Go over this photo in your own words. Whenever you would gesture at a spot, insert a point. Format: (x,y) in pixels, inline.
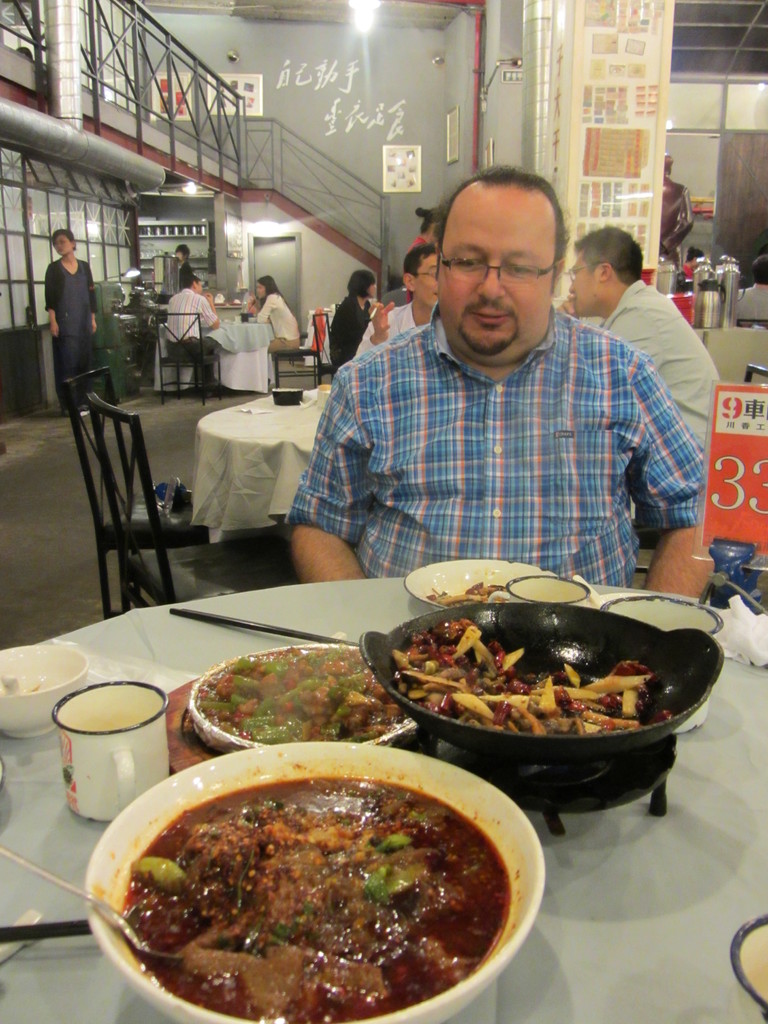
In the center of the image (421,466) we can see one person (430,477) is sitting. Behind him, there is a board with some text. In front of him, we can see one table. On the table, we can see bowls (381,767), one cup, some food items (405,977) and a few other objects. In the background (408,223) there is a wall (289,223), frames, fences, tables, chairs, containers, few people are standing, few people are sitting and a few other objects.
